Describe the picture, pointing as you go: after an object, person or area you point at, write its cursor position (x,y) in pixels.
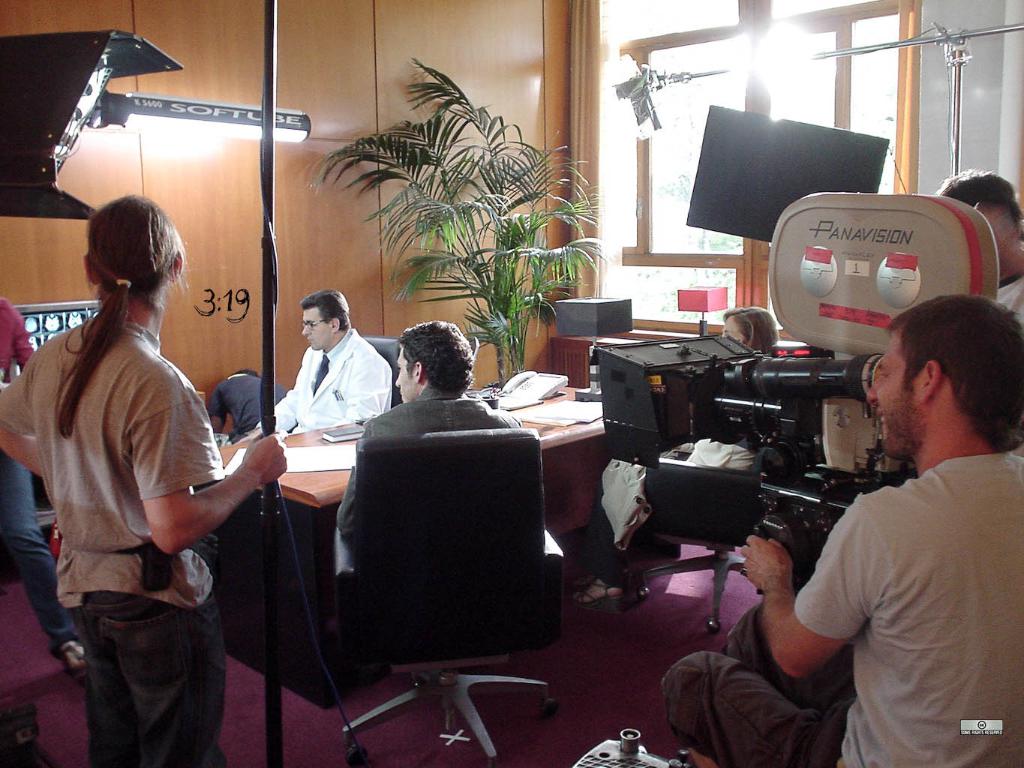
In this image, In the right side (1016,722) bottom there is a man (1001,490) sitting and he is holding a camera (832,460) which is in black color, In the left side (67,559) there is a girl (53,378) standing and she is holding a black color object (269,277), In the middle (411,429) there is a man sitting on the chair (462,482) which is in black color, There is a table (304,551) which is in yellow color on that table (525,422) there is a telephone (539,399) in white color, In the background (464,310) there is a brown color wall (218,206), There is a green color plant (522,248), There is a glass window (660,136) in the right (733,91).
